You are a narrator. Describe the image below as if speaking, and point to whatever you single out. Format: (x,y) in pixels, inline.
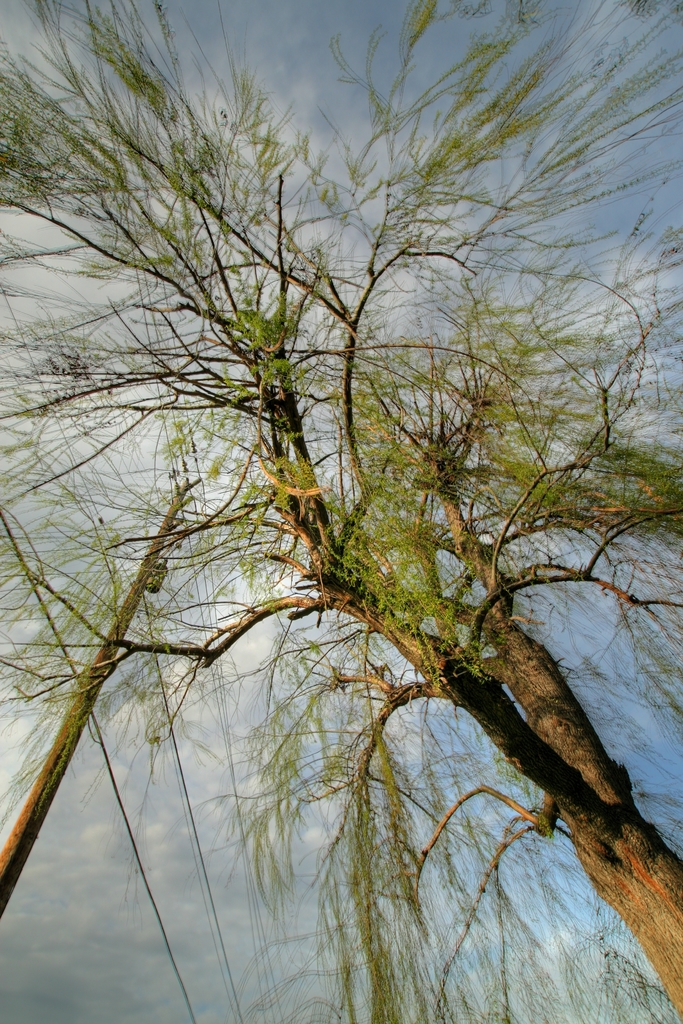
In this image I can see a tree (359,513) and a pole (71,701). In the background (359,239) I can see the sky (327,386).
